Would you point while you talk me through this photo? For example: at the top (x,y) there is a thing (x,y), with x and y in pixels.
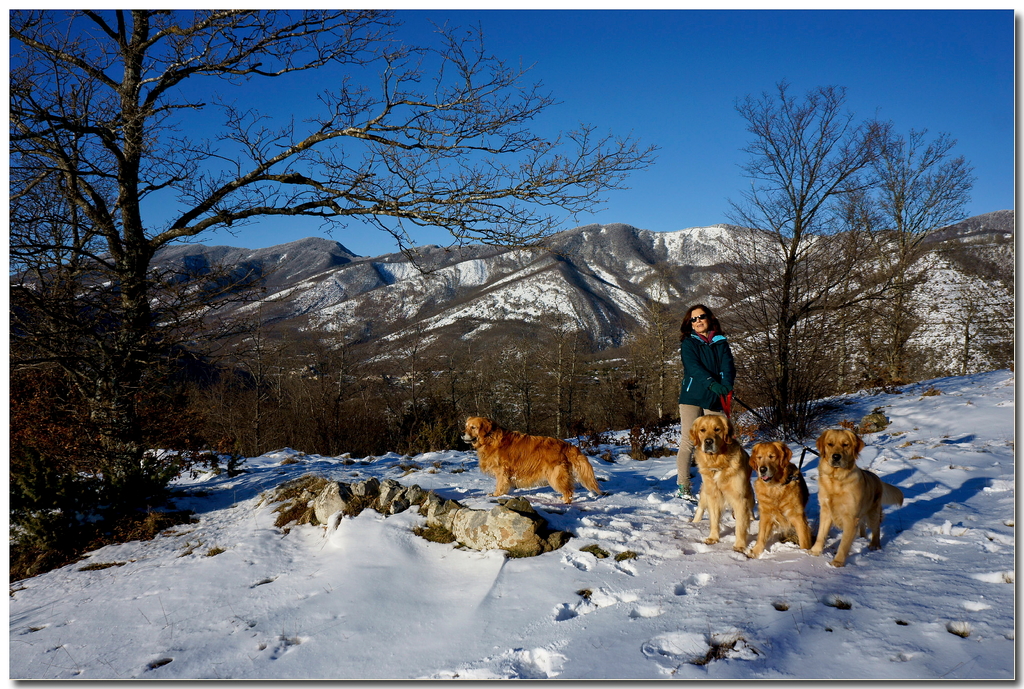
In this picture I can see few dogs (561,485) and I can see a woman (686,400) holding dogs (757,457) with the help of strings (753,414) in her hand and I can see trees (71,156) and snow (385,615) on the ground (935,570) and I can see hills (584,294) and a blue sky (732,56).
